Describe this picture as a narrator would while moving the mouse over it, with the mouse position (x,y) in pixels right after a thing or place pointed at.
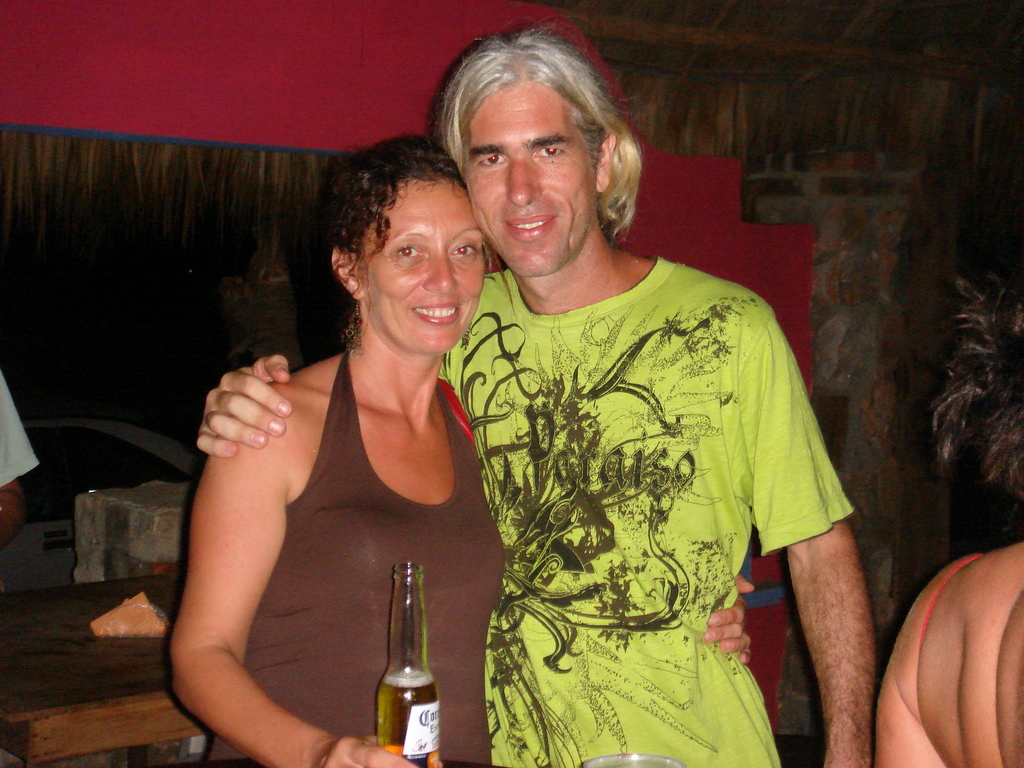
In this image I can see two persons (376,336) are standing and I can see both of them smiling. I can also see one of them is holding a bottle (414,659) and behind them I can see a table (86,653) and on it I can see an object (144,600). On the both sides of the image I can see two more persons (995,587) and I can also see hair (950,437) on the right side (982,456). On the bottom side of this image (607,762) I can see a glass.
